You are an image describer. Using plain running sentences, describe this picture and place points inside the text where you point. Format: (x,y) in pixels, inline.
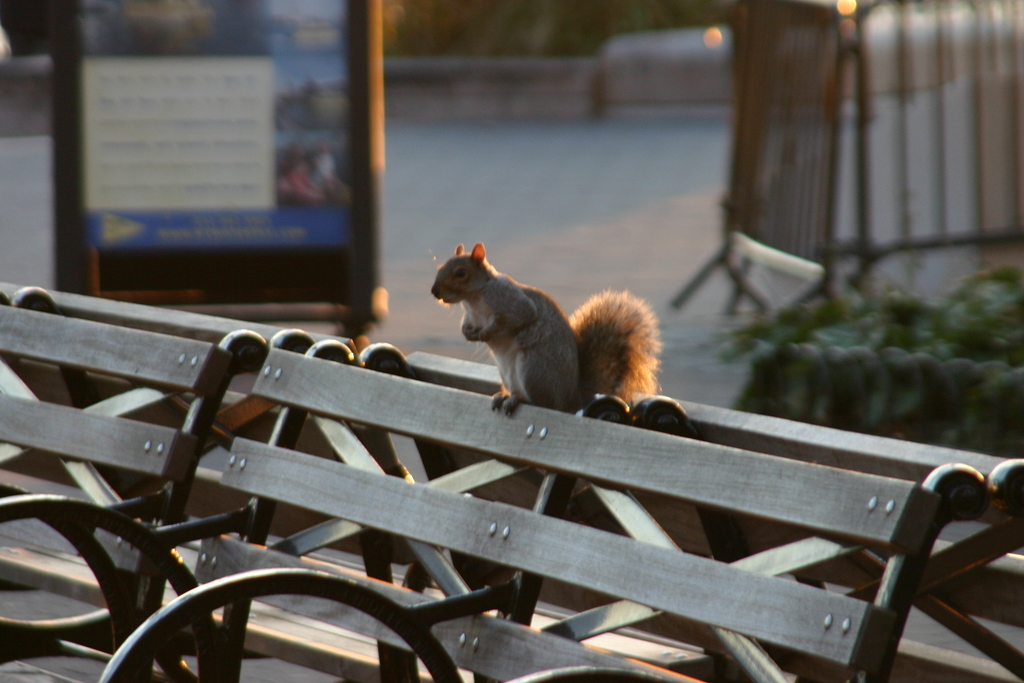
In the center of the image (521,328) we can see a squirrel (553,334) on the bench (472,458). In the background (776,332), we can see a banner (197,241), metal railing (859,163) and group of plants (1003,301).
